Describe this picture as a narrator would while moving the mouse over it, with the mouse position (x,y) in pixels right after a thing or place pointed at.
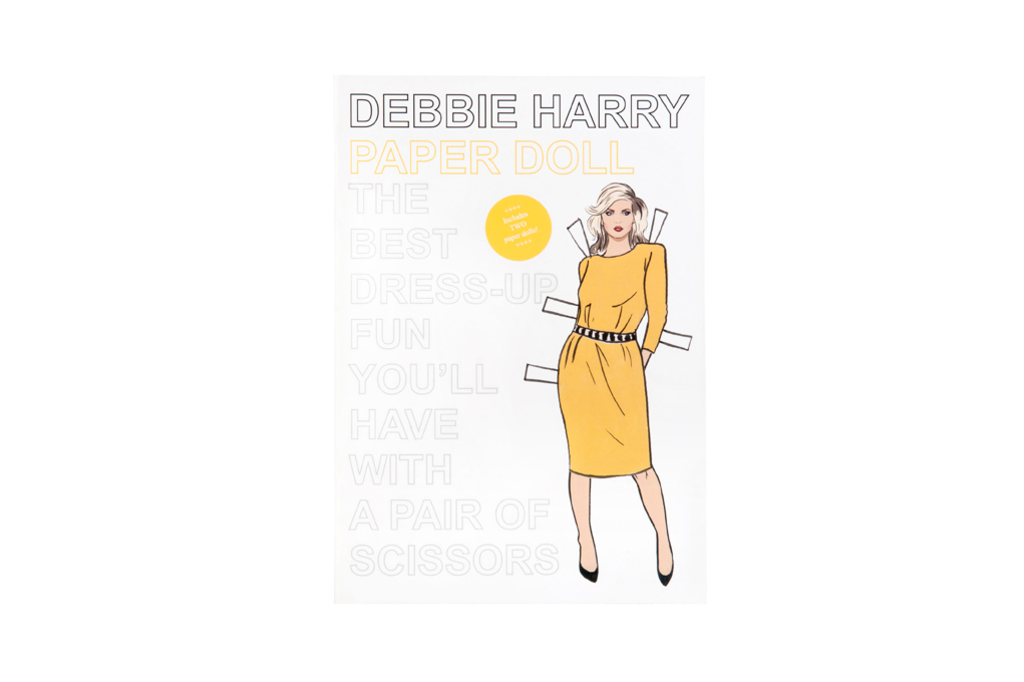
In this image I can see a poster (488,223) which is white in color in which I can see a woman (597,299) wearing yellow colored dress (623,315) is standing on the right side of the poster (590,309) and few words (519,215) written to the left side of the poster (425,417).
